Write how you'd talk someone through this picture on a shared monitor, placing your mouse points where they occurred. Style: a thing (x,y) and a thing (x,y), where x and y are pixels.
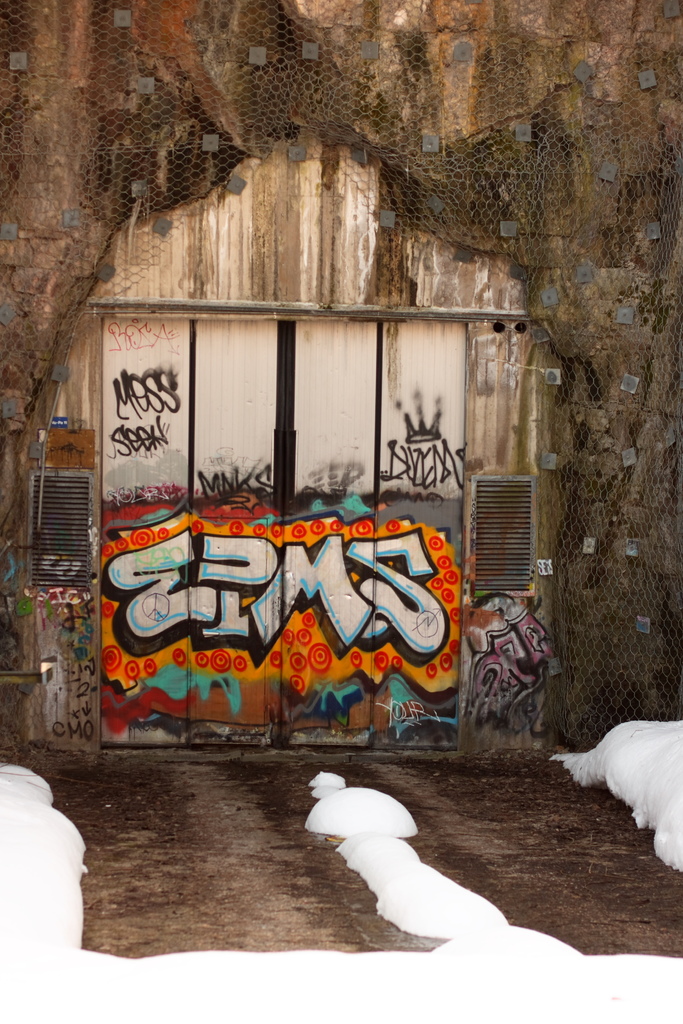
In this image there is a rock face (450,110) with door (323,655) in the middle (298,568) where we can see some graffiti (235,657), also there is a net (236,67) on the rock face (111,111).
